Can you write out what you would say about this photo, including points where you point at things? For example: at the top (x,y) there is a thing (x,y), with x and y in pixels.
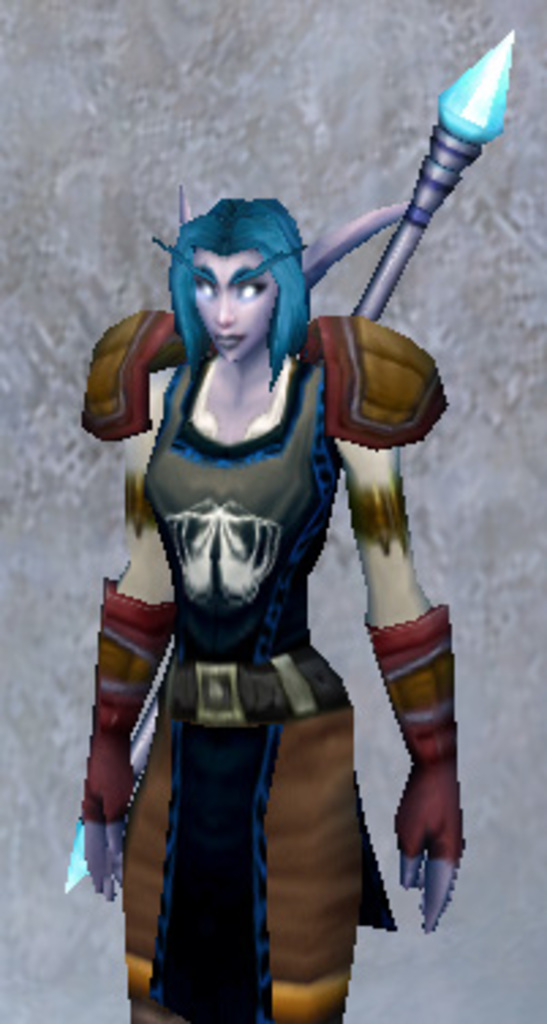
This is an animated image, in this picture we can see a person (375,414). In the background of the image (386,194) it is blurry.
